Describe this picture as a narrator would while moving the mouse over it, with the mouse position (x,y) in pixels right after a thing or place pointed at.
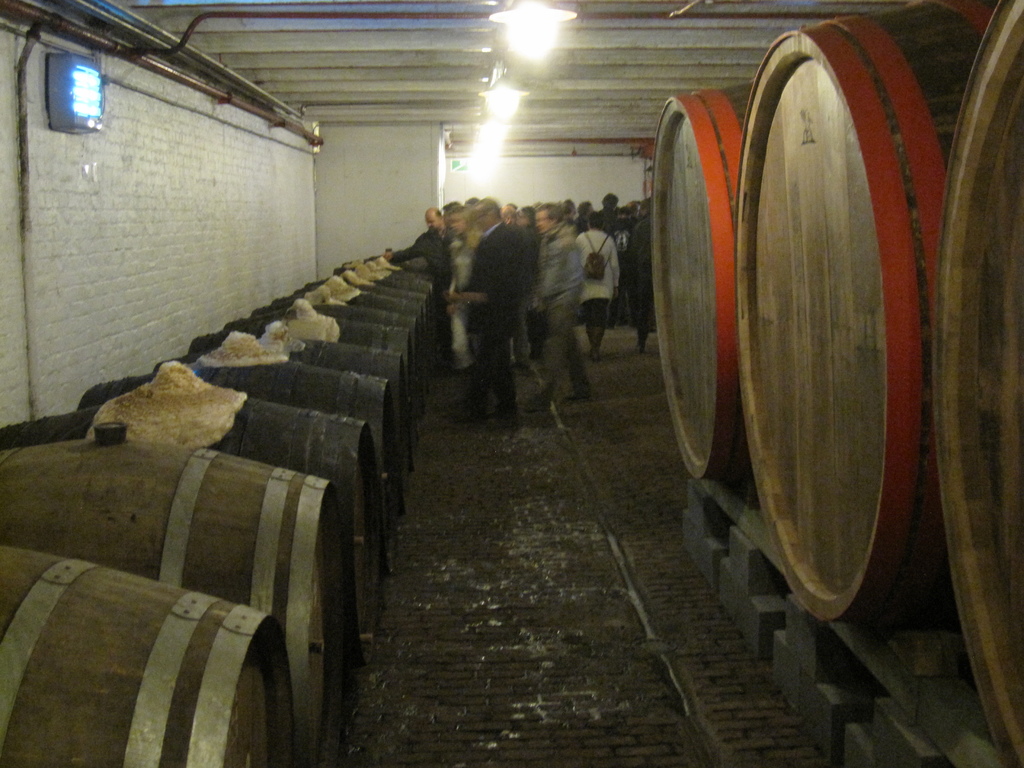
As we can see in the image there is a white color wall (176,157), lights (522,24), few people (605,235) here and there and drums (351,327).
